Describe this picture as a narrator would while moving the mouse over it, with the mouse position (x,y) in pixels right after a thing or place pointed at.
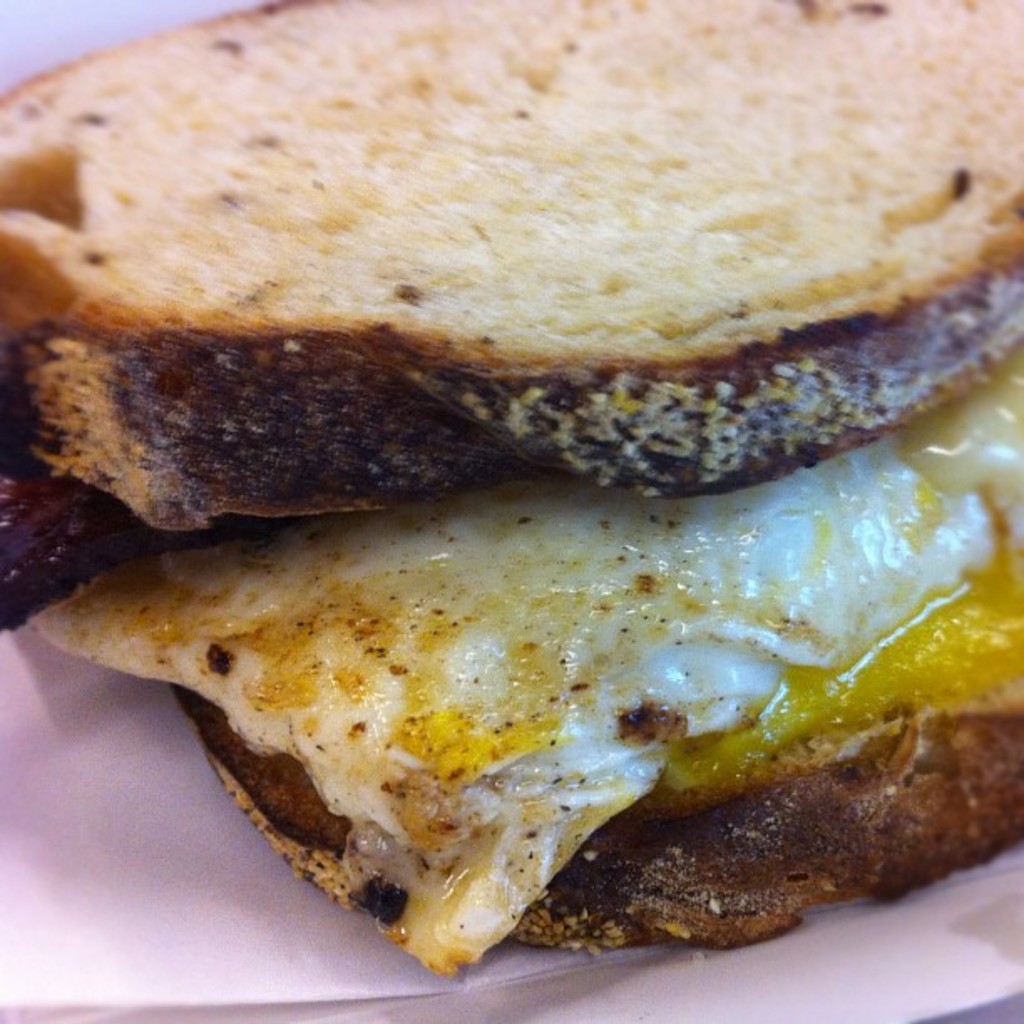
Here in this picture we can see a fried egg (380,569) present in between two slices of bread (374,225), which are present on a paper (84,781).
